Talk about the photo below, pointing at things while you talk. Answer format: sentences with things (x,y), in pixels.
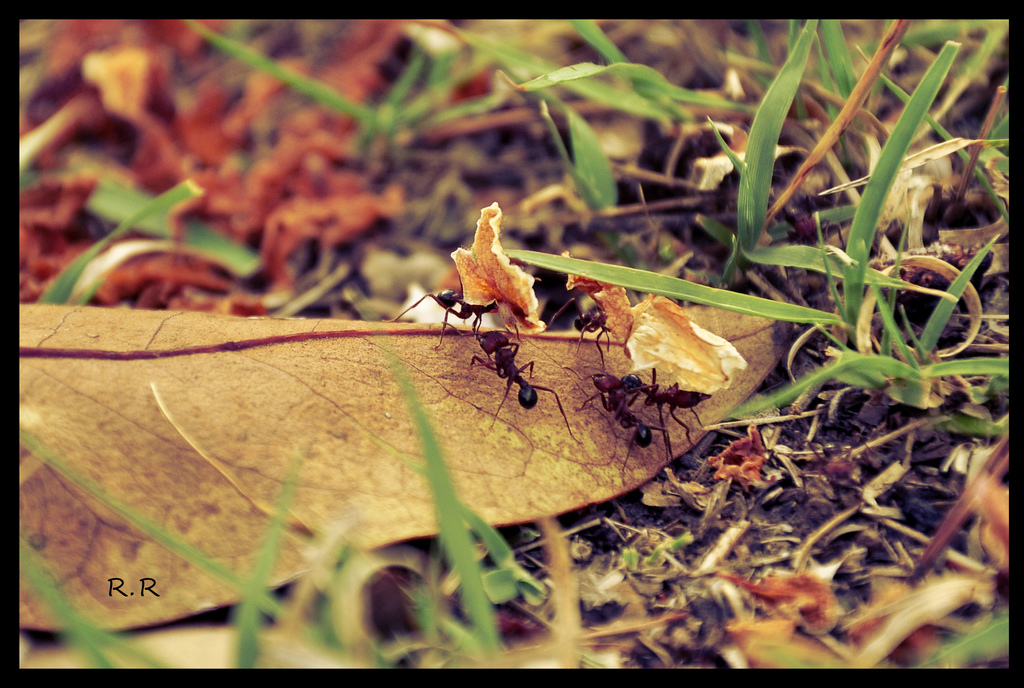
To the left side of the image (156,314) there is a dry leaf (751,320). On the leaf (441,383) there are black ants (502,361) walking and taking something with them. And on the ground (686,240) there is grass (731,159) and few other items (511,118).
